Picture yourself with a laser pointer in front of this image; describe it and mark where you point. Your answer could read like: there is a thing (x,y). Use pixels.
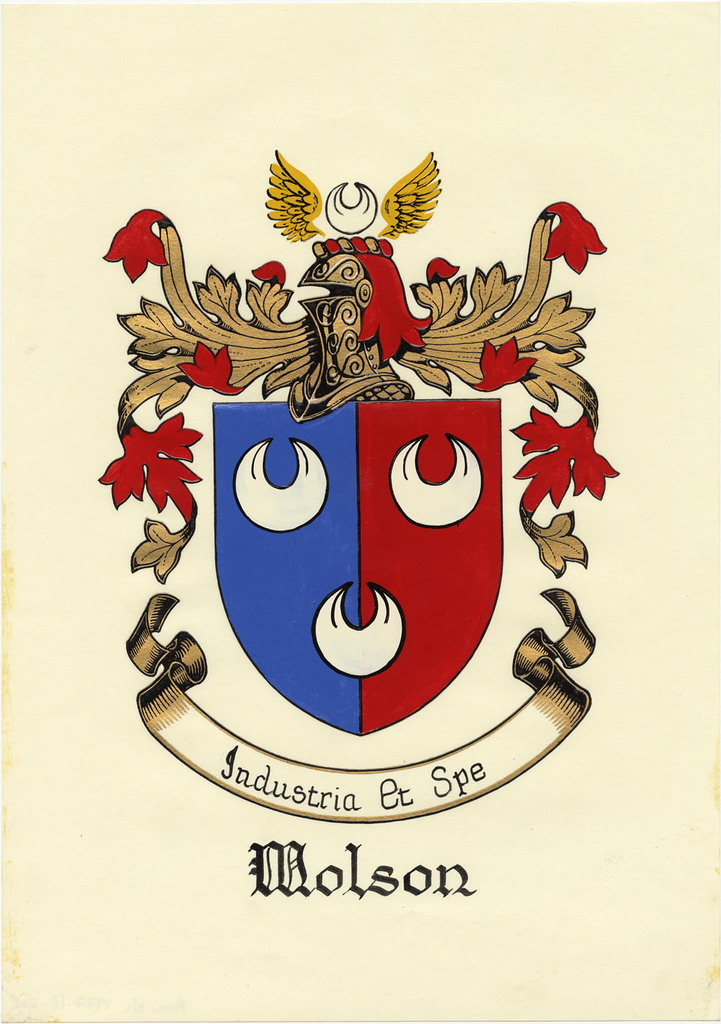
This image consists of a poster (396,846). On this poster (176,378) there are few cartoon images (353,580) and some text (356,865).
